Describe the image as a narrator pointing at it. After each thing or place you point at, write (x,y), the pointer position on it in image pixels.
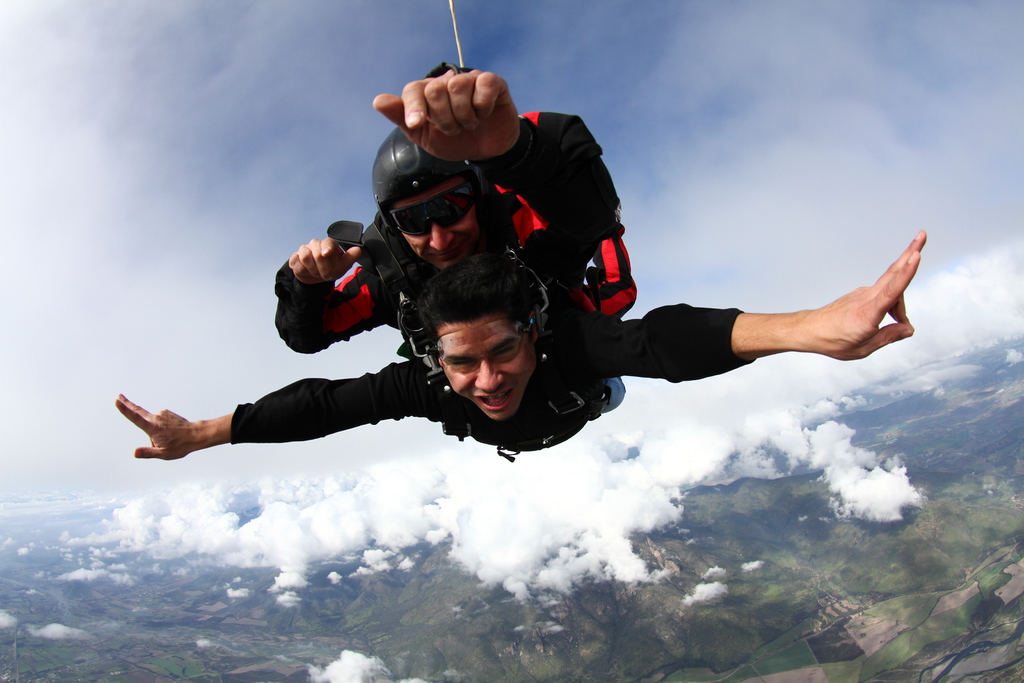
In this picture there are two persons (430,334) flying in the sky (83,137). At the bottom (734,633) there are mountains (760,649). At the top (226,153) there is sky (283,137) and there are clouds (644,491).
